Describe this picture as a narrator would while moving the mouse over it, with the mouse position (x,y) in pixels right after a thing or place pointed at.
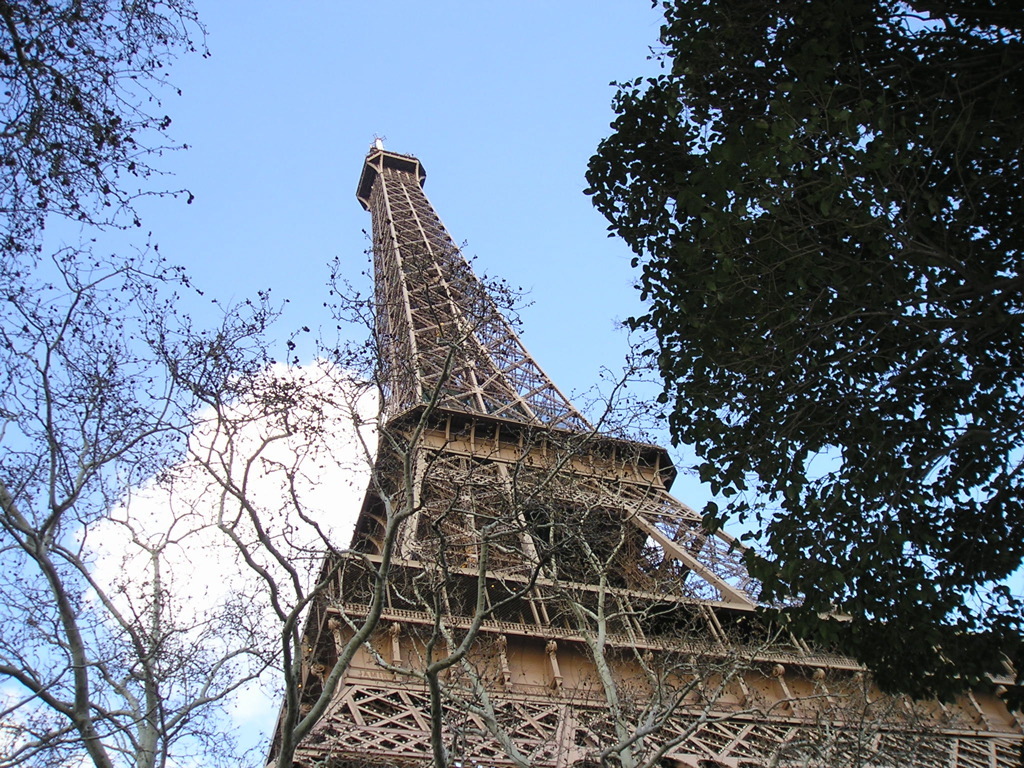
In this image I can see a tower (426,716), background I can see trees (806,187) in green and sky (382,106) in blue and white color.
